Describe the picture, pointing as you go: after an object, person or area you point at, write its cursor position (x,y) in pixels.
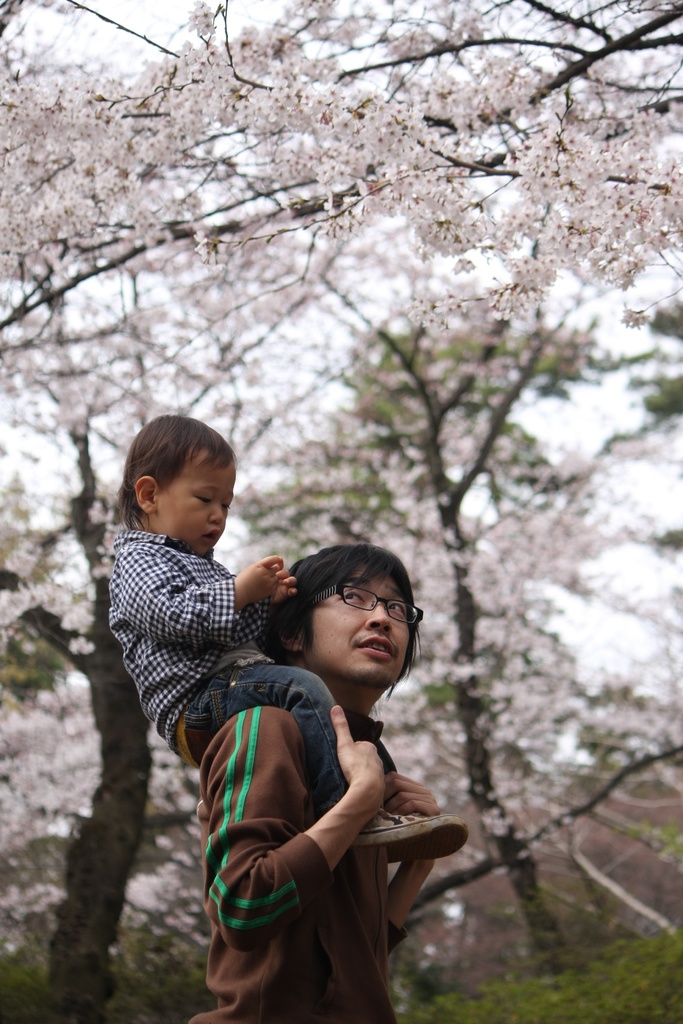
In this picture there is a boy (227,673) sitting on man shoulders (298,732) and we can see trees (88,896). In the background of the image (595,625) we can see the sky (627,564).
